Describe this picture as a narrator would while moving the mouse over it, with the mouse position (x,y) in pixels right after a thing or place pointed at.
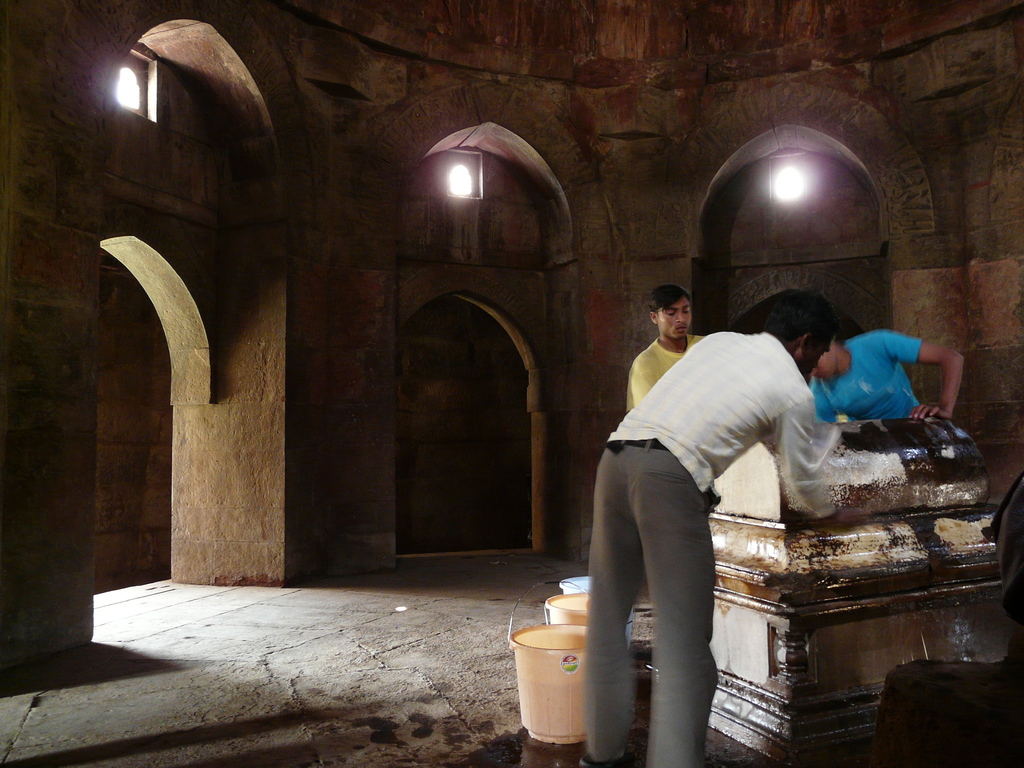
On the right side (707,378) there are three persons (727,381) standing and cleaning a stand (835,582). Near to them there are three buckets (553,618). In the back (421,289) there are arches (427,320) and lights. Also there is a wall (470,86).
